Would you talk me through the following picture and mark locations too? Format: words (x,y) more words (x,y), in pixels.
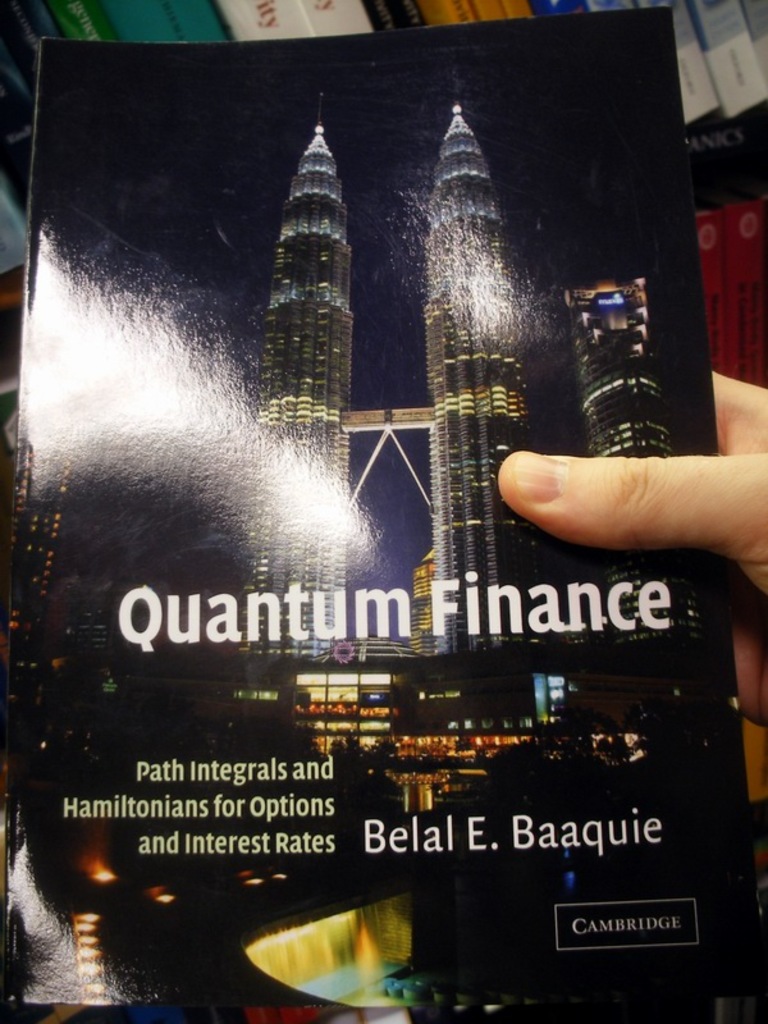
In this image I can see a person (653,514) holding a book (308,522) on which there are some buildings (308,578), text (174,612) and also I can see some books (90,11) in the shelves (702,185).
